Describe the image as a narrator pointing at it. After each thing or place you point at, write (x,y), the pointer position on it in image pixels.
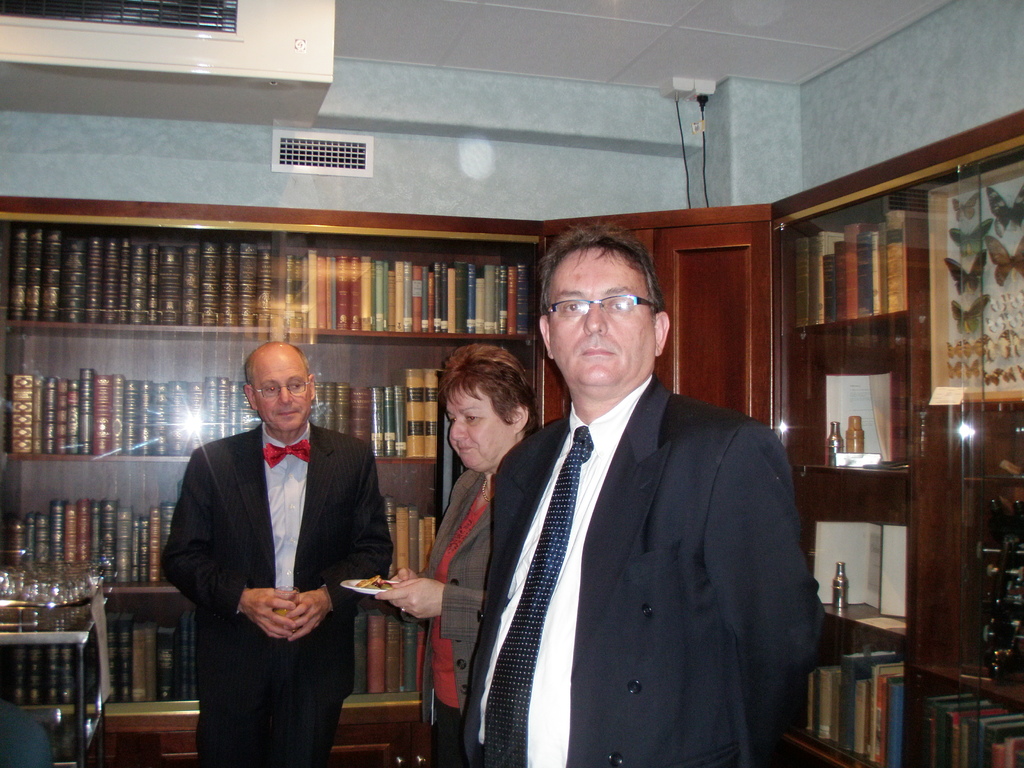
In this image in the center (612,449) there are three people (488,490) standing, and in the background (135,315) there are shelves (817,477). And in the shelves (151,596) there are some books (108,426), bottles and some objects (991,346). And on the left side (83,629) there is a table (73,640), on the table (60,632) there is something and at the top (280,140) there is ceiling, air vent (341,151), wires (704,138) and some object (283,84).
